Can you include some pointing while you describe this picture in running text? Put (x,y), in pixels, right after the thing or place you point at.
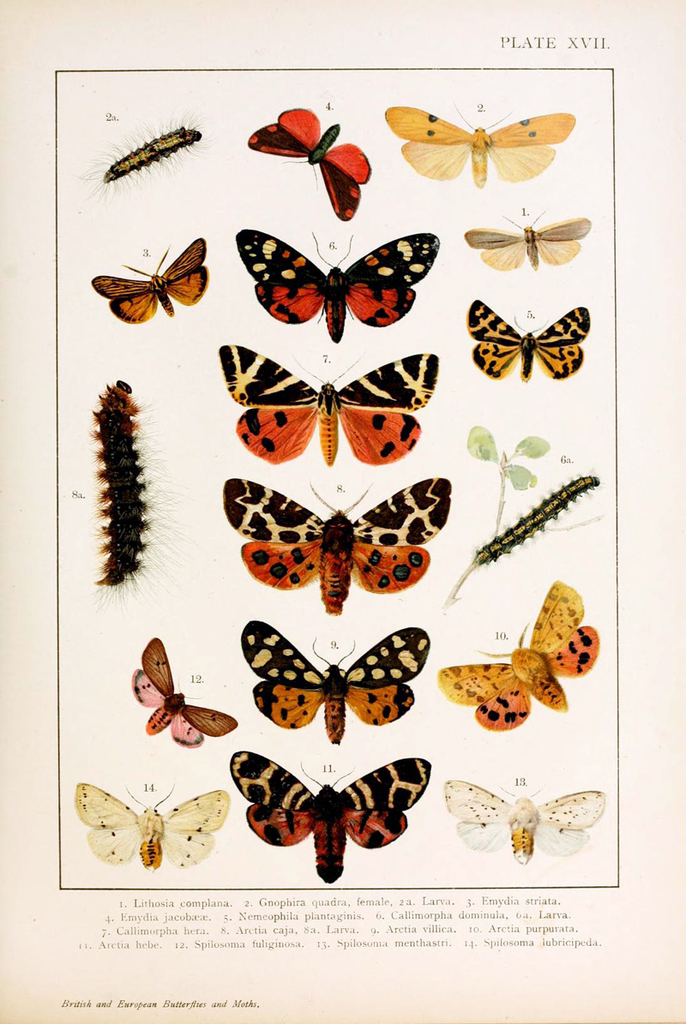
In this image I can see a paper (163,621), in the paper (159,559) I can see few insects (184,291) and butterflies (327,458) in multicolor.
